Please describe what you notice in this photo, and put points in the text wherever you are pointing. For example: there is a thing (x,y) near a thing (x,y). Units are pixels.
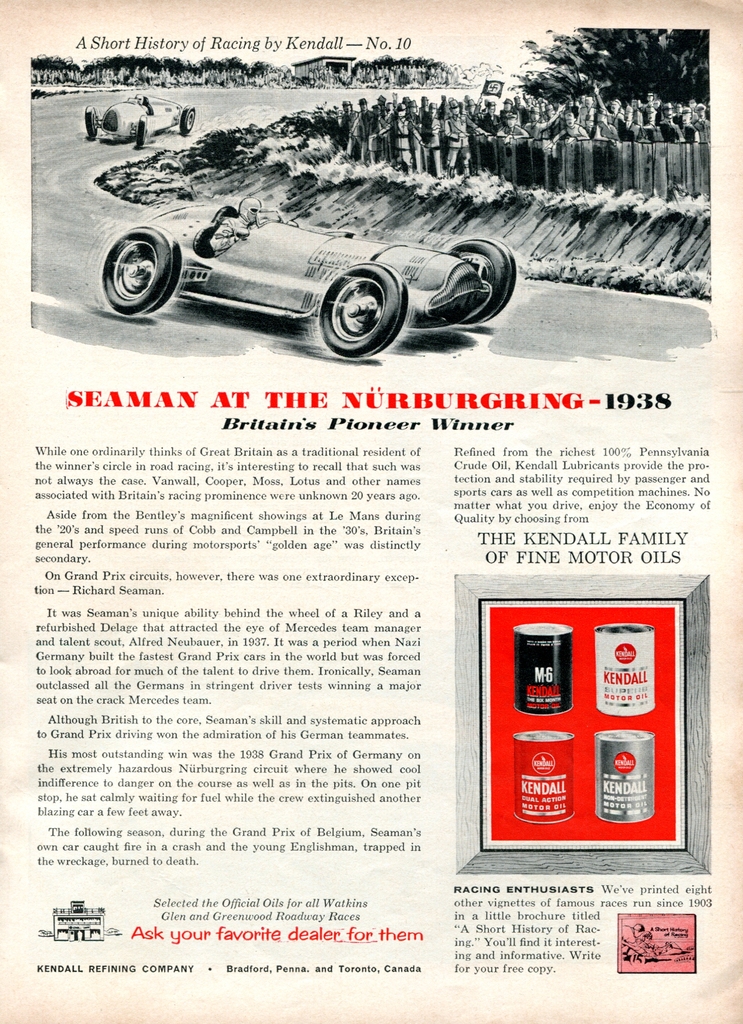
In this picture we can see poster (422,322), in this poster (391,111) we can see vehicles (138,275), people (407,143), trees (585,81) and some information (356,641).
